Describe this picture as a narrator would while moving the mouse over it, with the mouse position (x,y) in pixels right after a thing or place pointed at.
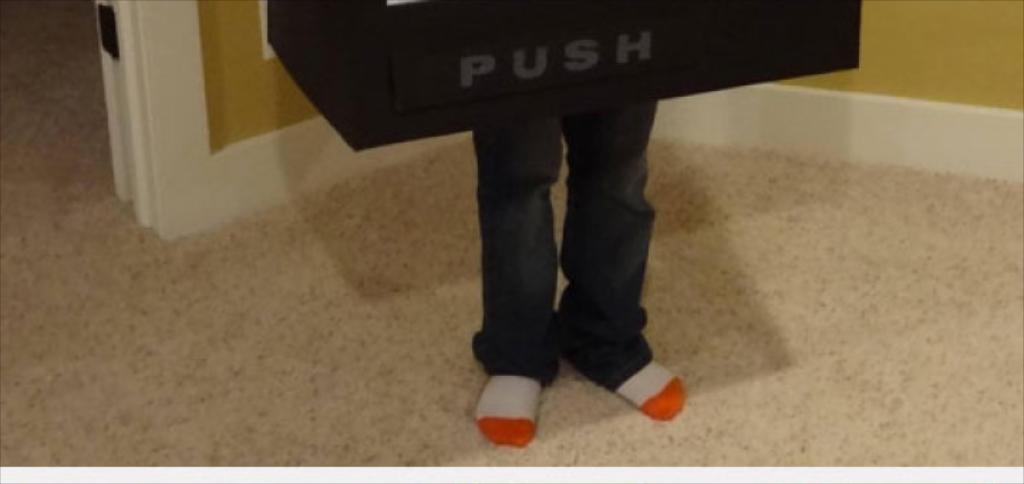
In this picture there are two legs (482,231) in the center of the image (634,296) and there is a push board (450,70) at the top side of the image (473,88) and there is a door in the top left side of the image (156,123).
